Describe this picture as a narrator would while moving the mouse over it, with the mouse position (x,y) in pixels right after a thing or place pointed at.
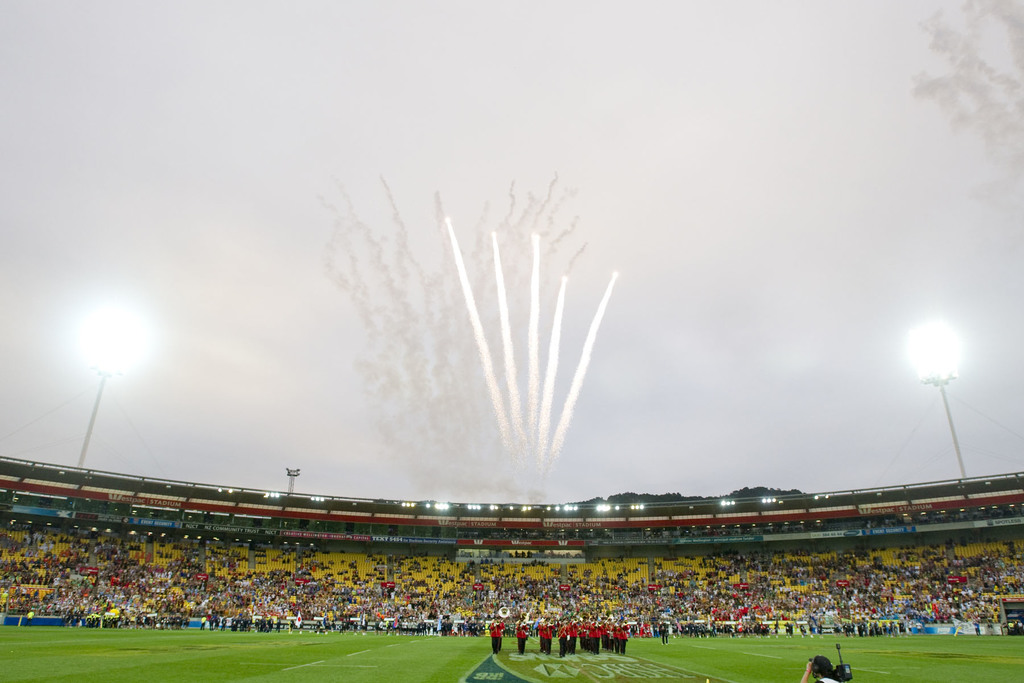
People (745,609) are present in a stadium (686,613). There are lights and fireworks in the sky (155,441).
